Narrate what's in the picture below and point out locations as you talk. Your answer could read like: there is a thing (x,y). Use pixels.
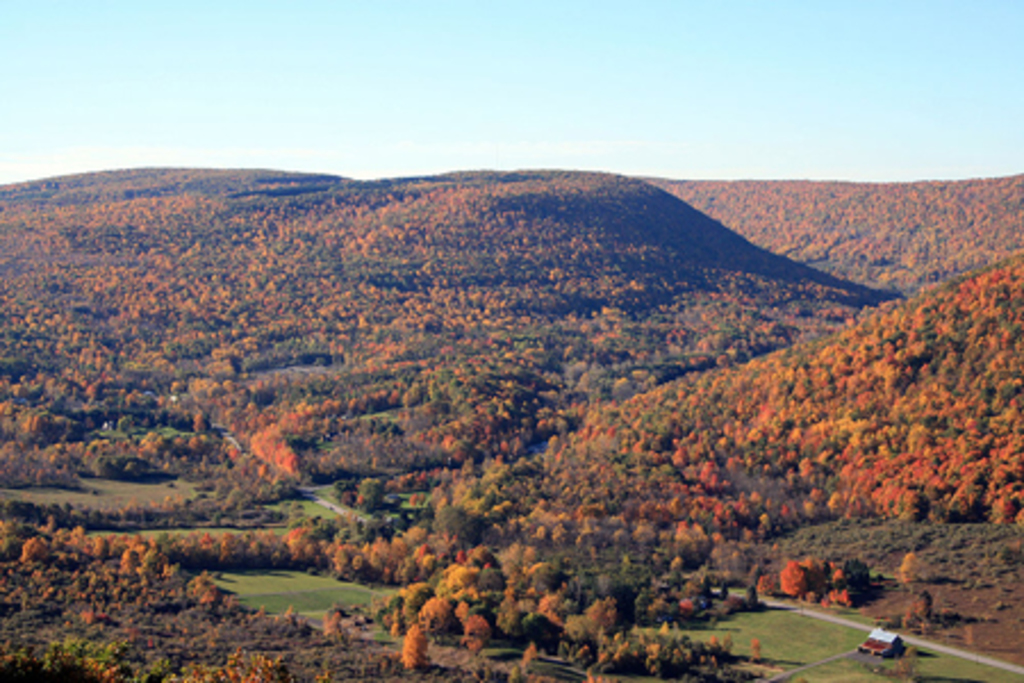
This image consists of many trees (111,605) and plants (571,478) along with mountains (138,317). The mountains (349,353) are covered with plants (671,527). At the bottom (794,662), there is grass (774,651). In the background (648,80), there is sky (464,71).
